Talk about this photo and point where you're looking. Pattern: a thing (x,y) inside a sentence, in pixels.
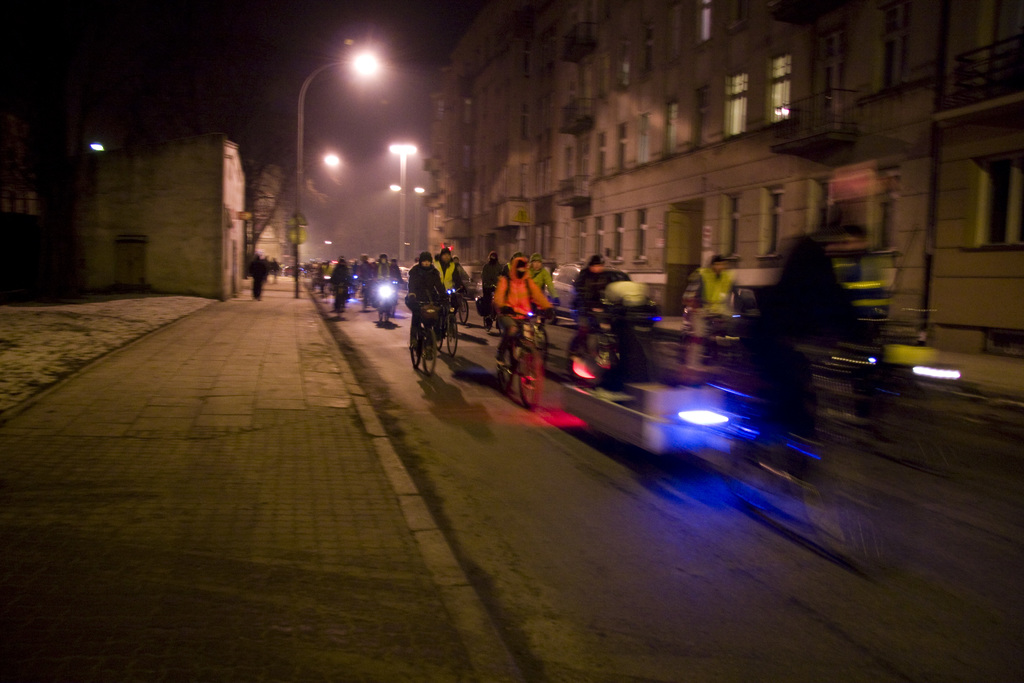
In this picture there are people (495,261) riding vehicles (926,358) on the road (423,447) and we can see light poles (402,261) and buildings (452,210). In the background of the image (273,151) it is dark and we can see people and tree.
